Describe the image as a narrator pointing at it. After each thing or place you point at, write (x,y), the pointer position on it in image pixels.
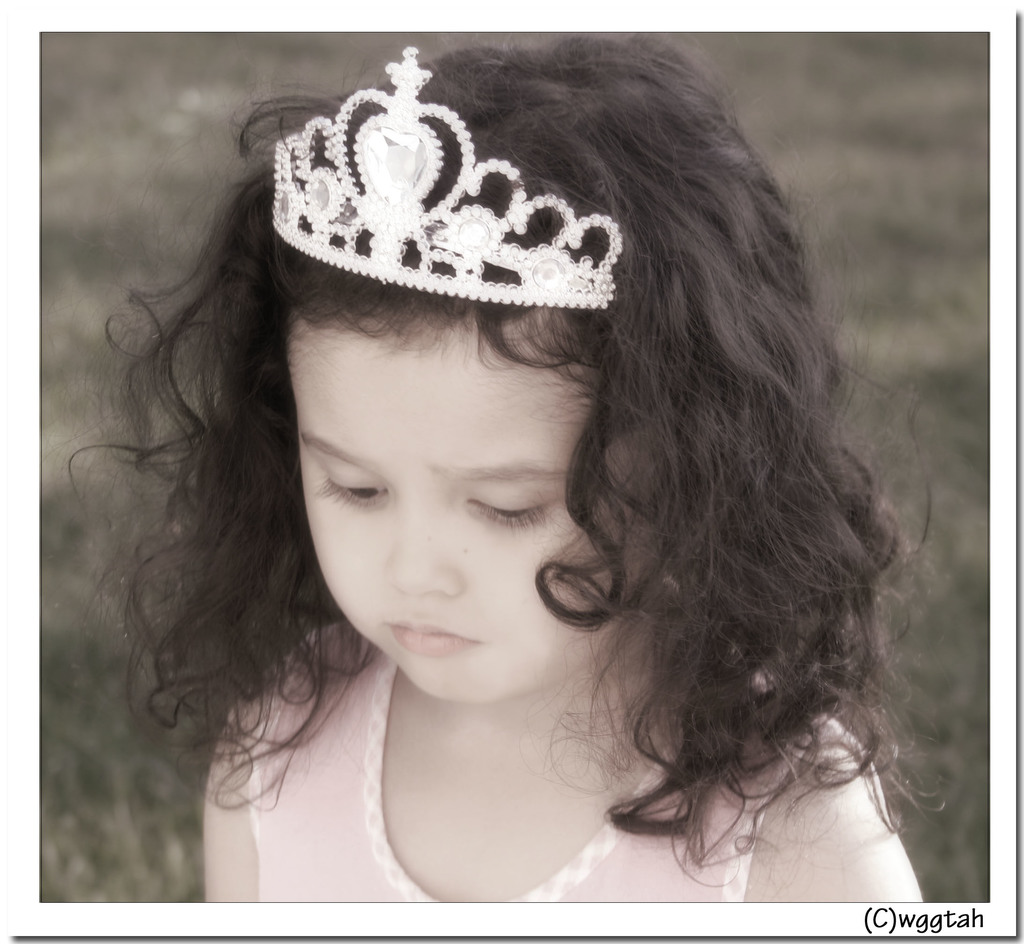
In this picture there is a girl (476,612) in the center (483,608) wearing a Crown (464,216) on her head (504,337) and the background (901,201) is blurry.
